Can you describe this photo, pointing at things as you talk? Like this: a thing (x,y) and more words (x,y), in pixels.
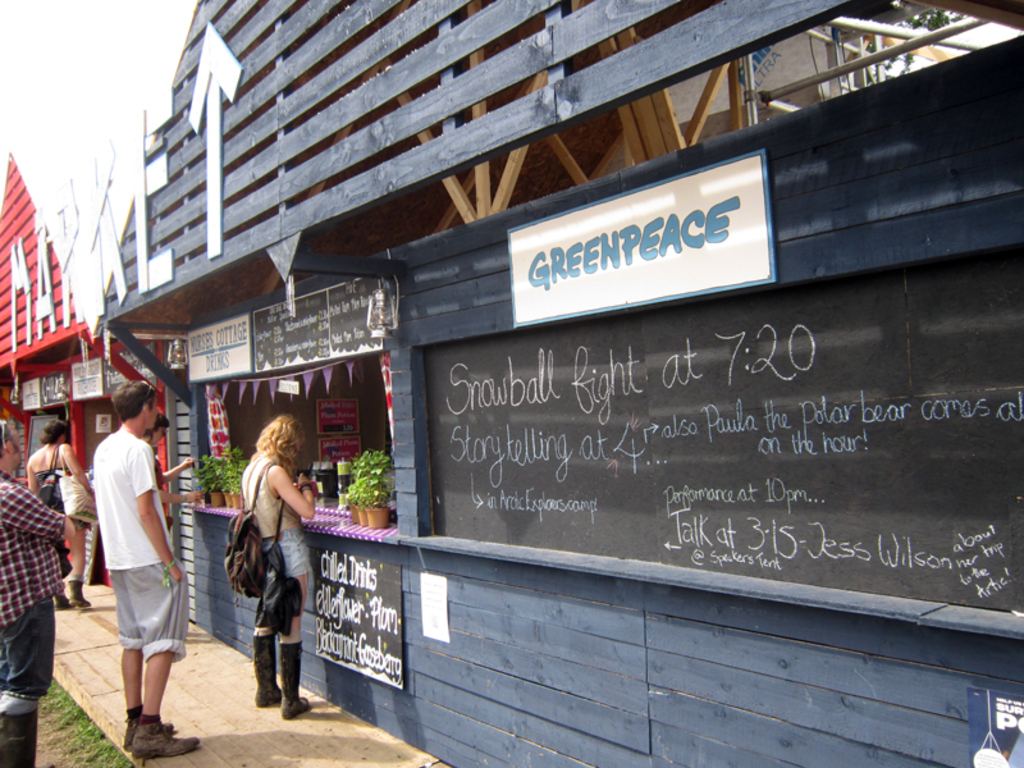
In this image I can see the group of people (143,572) with different color dresses (126,544). I can see these people (34,514) are wearing the bags (84,498). In-front of these people (146,453) I can see the stall (216,564). In the stall (331,507) I can see the flower pots (359,498) and many objects (345,499). I can see many boards (258,324) to the stall (211,286).
